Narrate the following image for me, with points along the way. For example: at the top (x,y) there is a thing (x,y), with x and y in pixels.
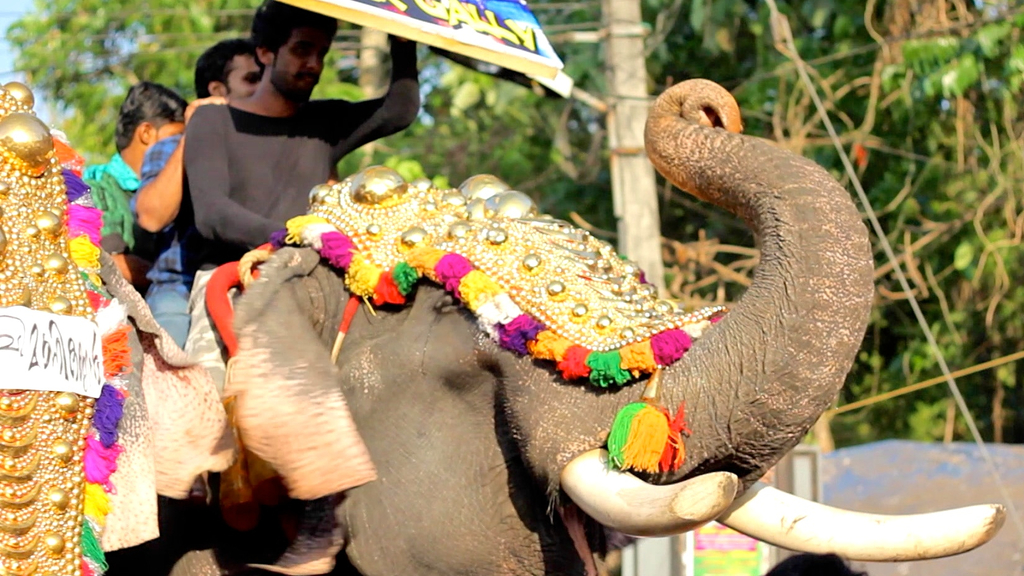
There are a three people (256,234) who are sitting on an elephant (309,505). The man (391,114) in the front (253,200) holding a hoarding (473,32). In the background (470,94) there is a tree (196,46).
